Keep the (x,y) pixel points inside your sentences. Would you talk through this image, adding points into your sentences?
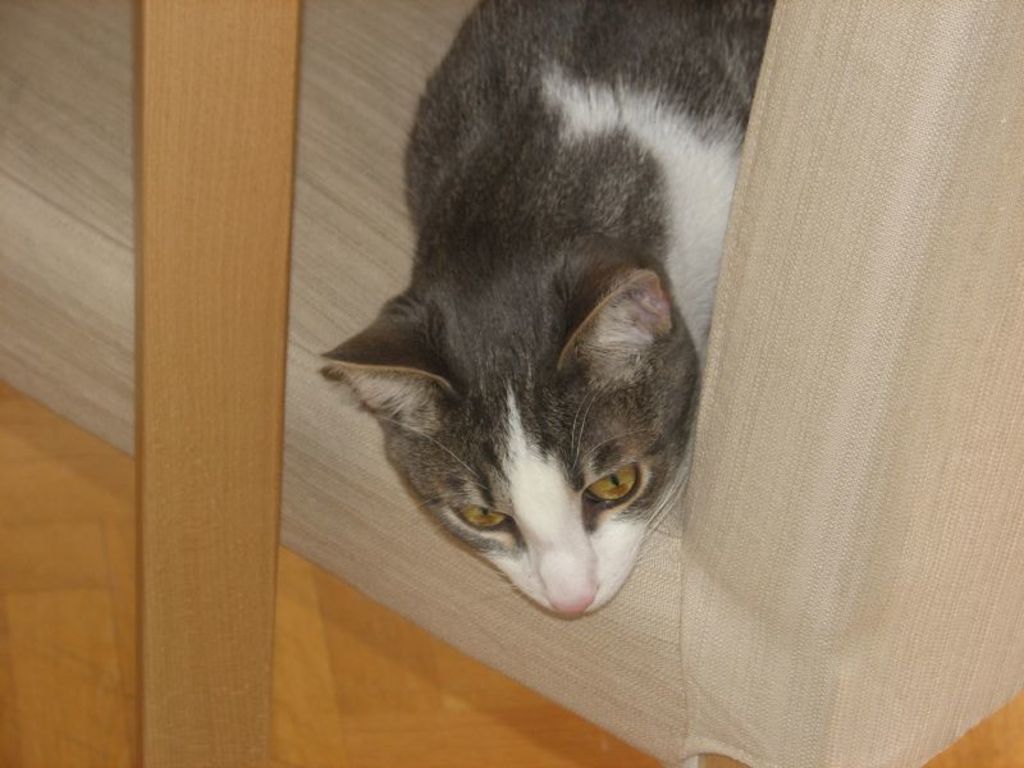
In this image I can see a cat (511,278) which is black, grey and white in color on the cream colored object (373,240). I can see the orange colored wooden objects (255,391) and the cream and brown colored floor (387,691).
